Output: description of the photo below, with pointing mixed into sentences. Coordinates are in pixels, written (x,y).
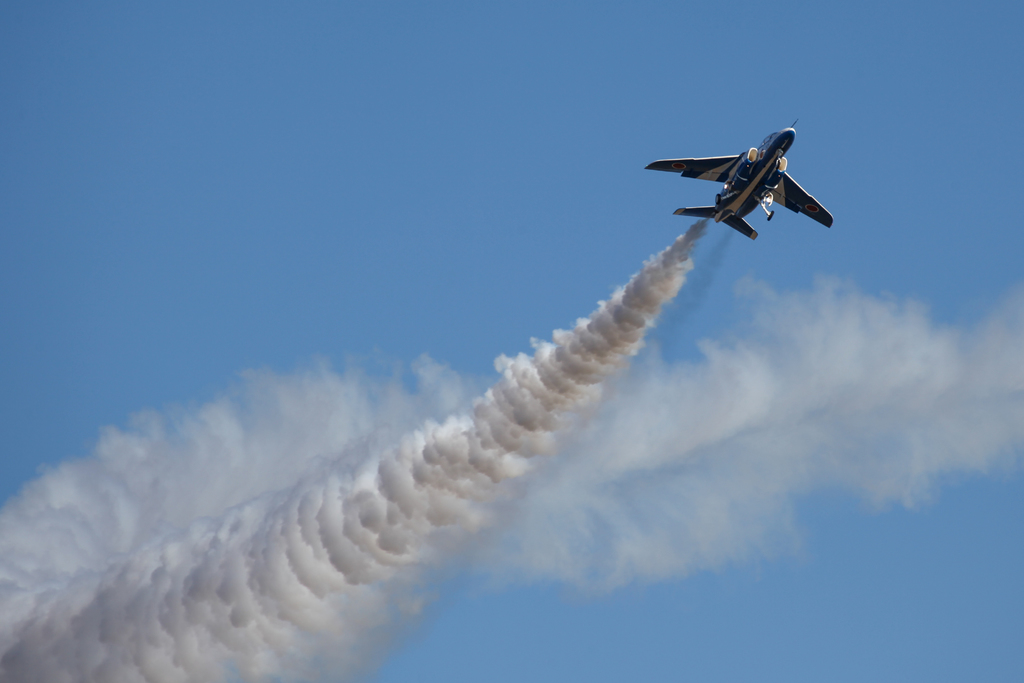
In this image I can see an aircraft (746,186) flying in air (761,213). I can see the smoke (641,304) and blue color sky (383,148).
